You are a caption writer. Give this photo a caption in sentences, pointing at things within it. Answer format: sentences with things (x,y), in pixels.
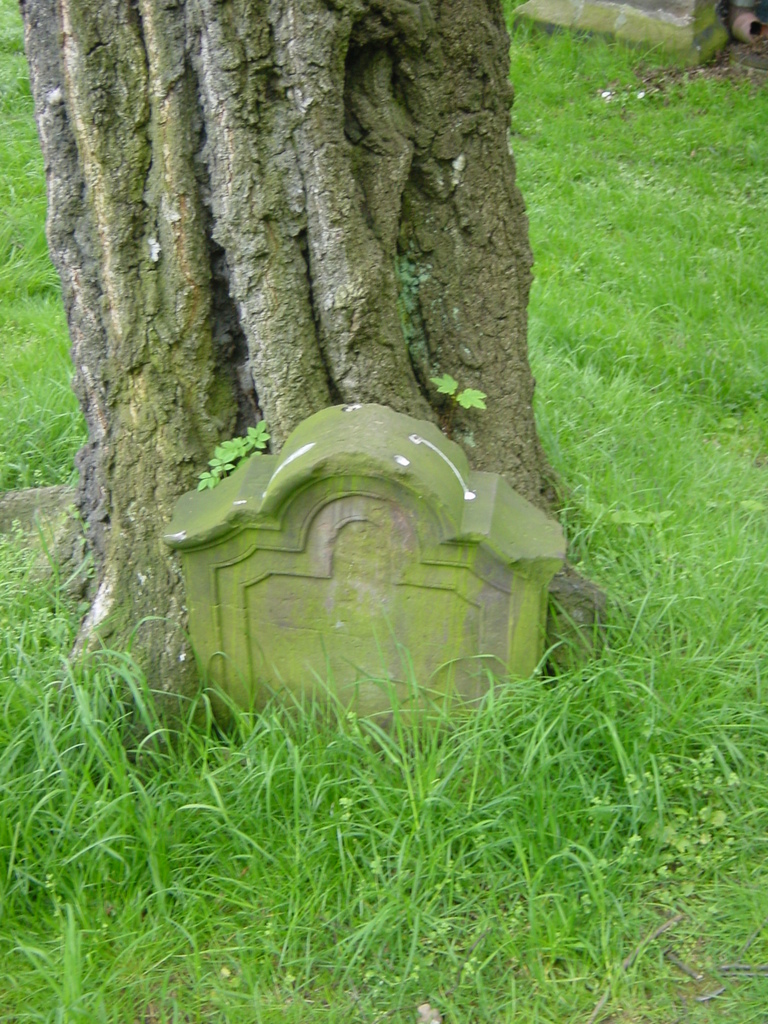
In the picture we can see a grass surface (588,321) and a tree branch (511,479) near it, we can see a grave stone (334,416) and we can also see some plant saplings (230,463) on the tree branch (244,429).
